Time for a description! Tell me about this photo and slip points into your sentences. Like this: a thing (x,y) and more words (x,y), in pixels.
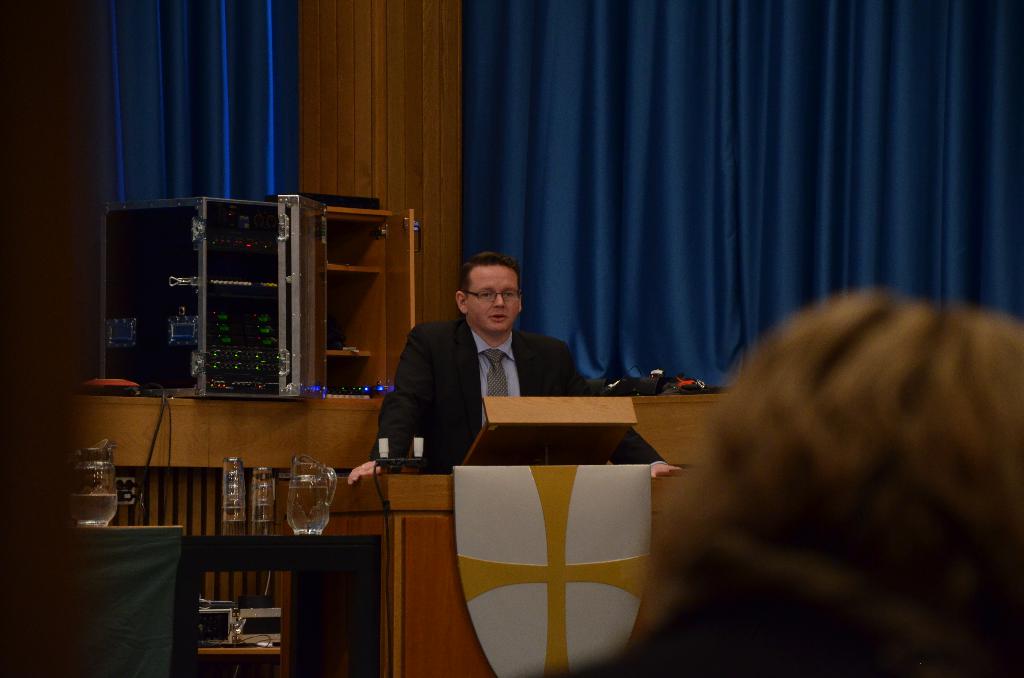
In this image we can see a man (485,315) is standing. He is wearing coat (457,378) with blue shirt (484,381) and tie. In front of him podium (493,502) is there. On podium (484,547) mics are there. Behind him blue color curtains (606,146) are there and one rectangular box (234,280) is present. Bottom of the image (333,568) one table (348,563) is there. On table (148,581) glasses (237,500) and jugs (93,491) are present. Right bottom of the image (844,512) one person (824,515) is there.
